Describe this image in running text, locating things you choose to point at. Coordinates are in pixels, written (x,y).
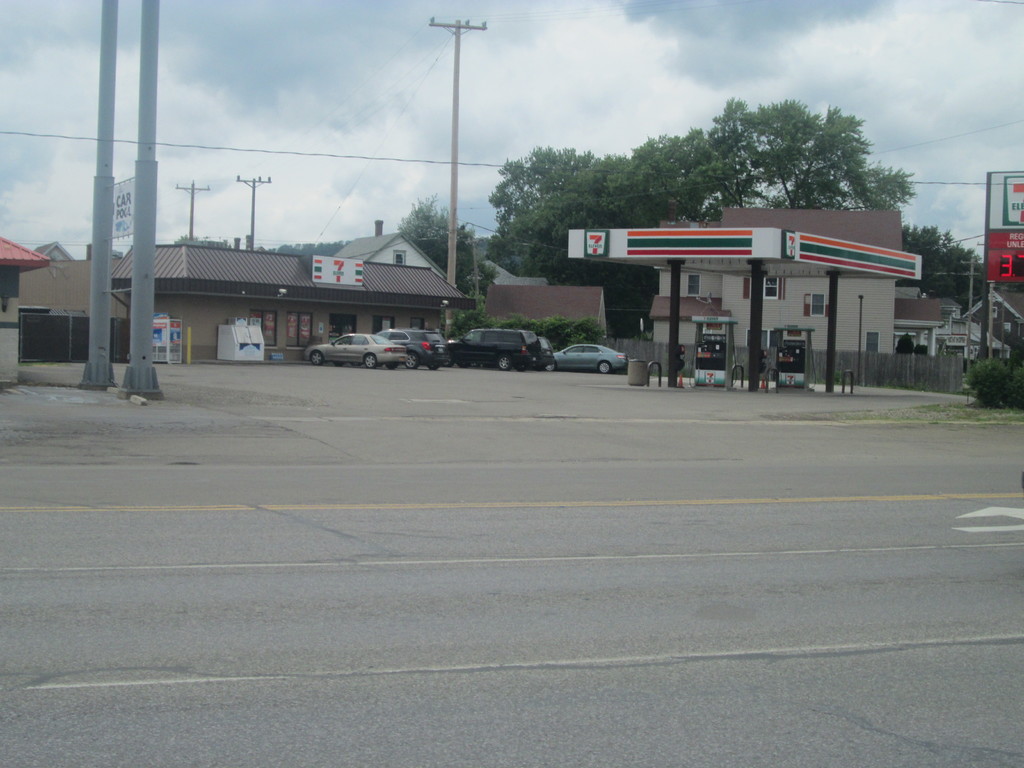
In this picture we can observe a road (398,524). On the left side (102,60) there are two white color poles (148,96). On the right side (701,382) there is a petrol filling station (759,370). We can observe some cars (410,341) parked in front of these buildings (373,277). In the background (536,182) there are trees (576,210) and poles (192,210). We can observe a sky (400,73) with clouds (500,99).
